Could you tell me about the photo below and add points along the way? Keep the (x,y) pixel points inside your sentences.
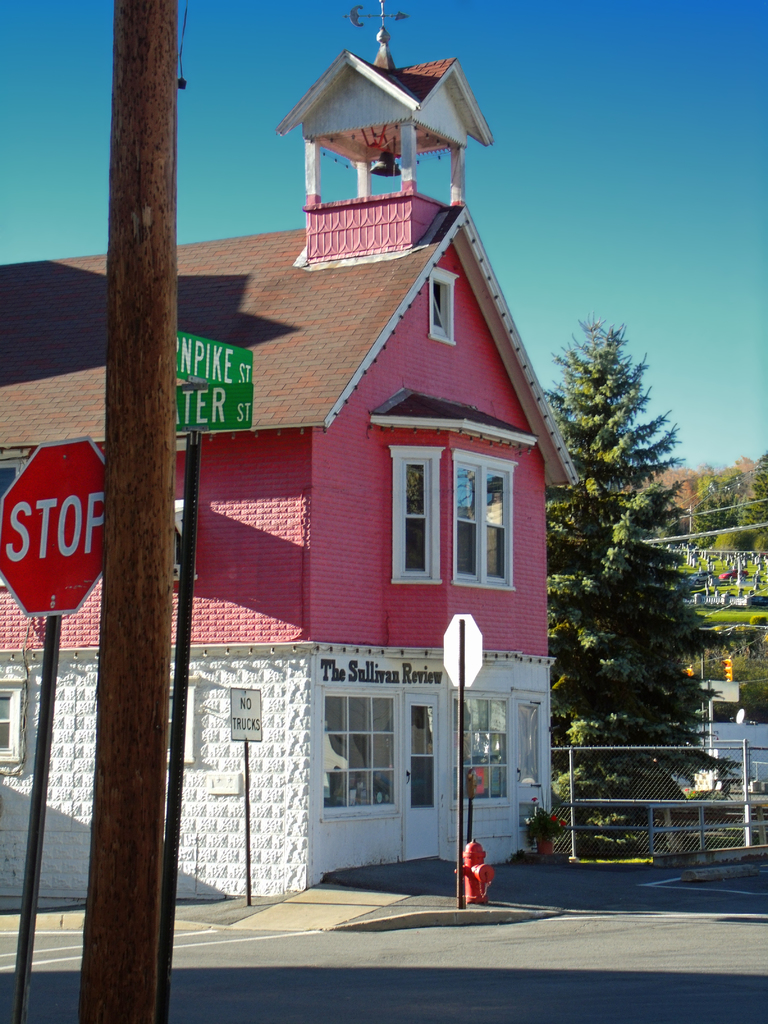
In the center of the image (491,414) there is a house (290,597). To the left side of the image (142,764) there is a pole (116,634). There are sign board (731,687). To the right side of the image (588,548) there are trees (638,701). At the bottom of the image (543,947) there is road (533,923). At the top of the image (589,107) there is sky (614,90).
